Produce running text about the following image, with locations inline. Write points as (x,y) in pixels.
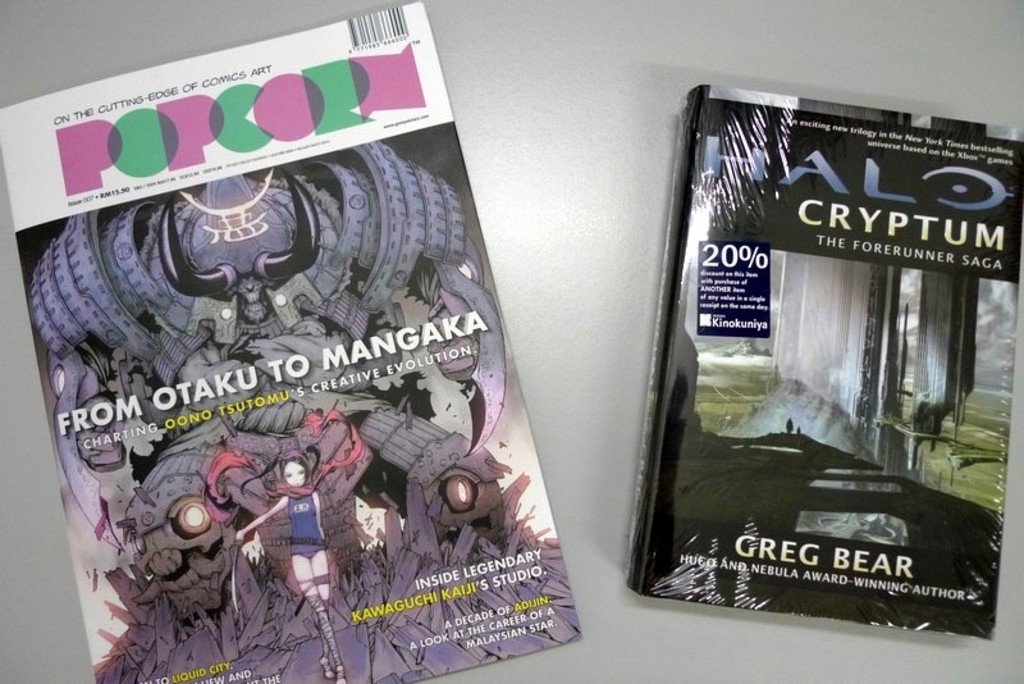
In this image I can see two books (407,374). On the cover (363,453) of books (324,414) I can see some cartoon images (327,496) and something written on it. These books (270,447) are on a white color surface (561,347).
